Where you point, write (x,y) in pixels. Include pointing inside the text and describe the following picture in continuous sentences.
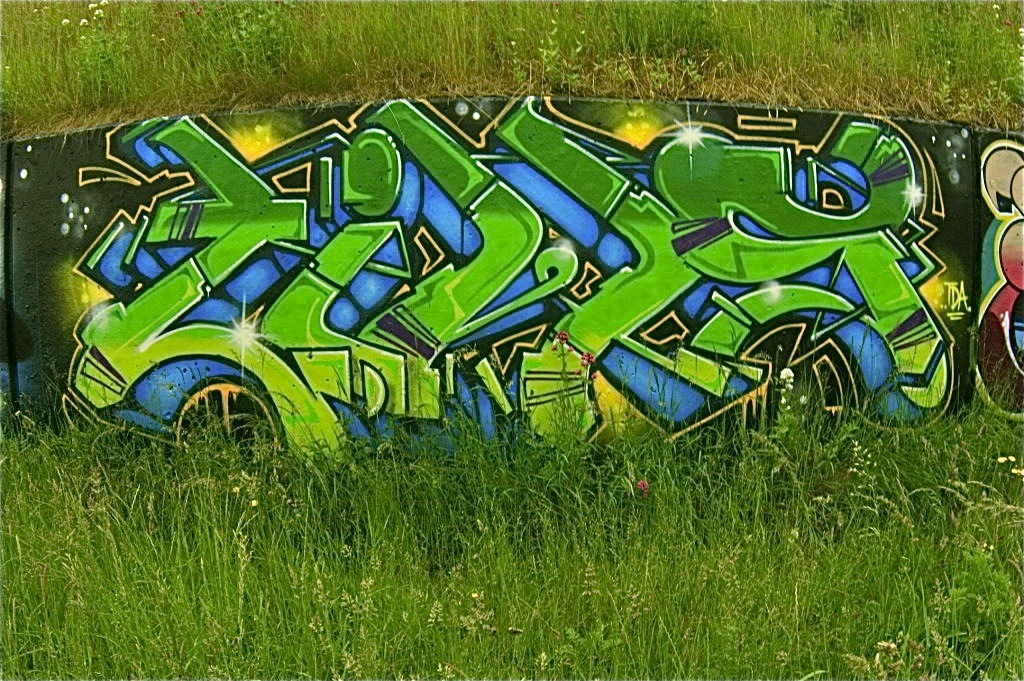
In this image we can see painting (510,229) on the board (437,255), also we can see the grass (192,503).
